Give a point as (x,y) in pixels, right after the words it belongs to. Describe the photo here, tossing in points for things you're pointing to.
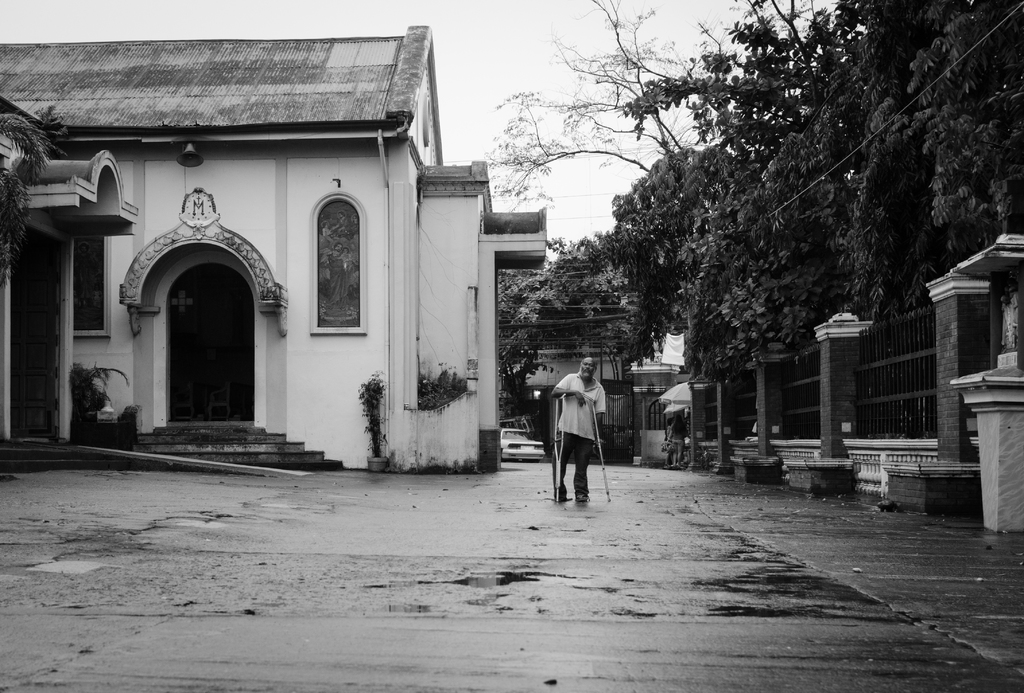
In this black and white image there is a person (568,434) holding walking sticks (602,460) in his hands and there is railing (857,386) on the right side (865,393). There are trees (509,311), houses structure (368,230) and sky (582,217) in the background area (516,199).
